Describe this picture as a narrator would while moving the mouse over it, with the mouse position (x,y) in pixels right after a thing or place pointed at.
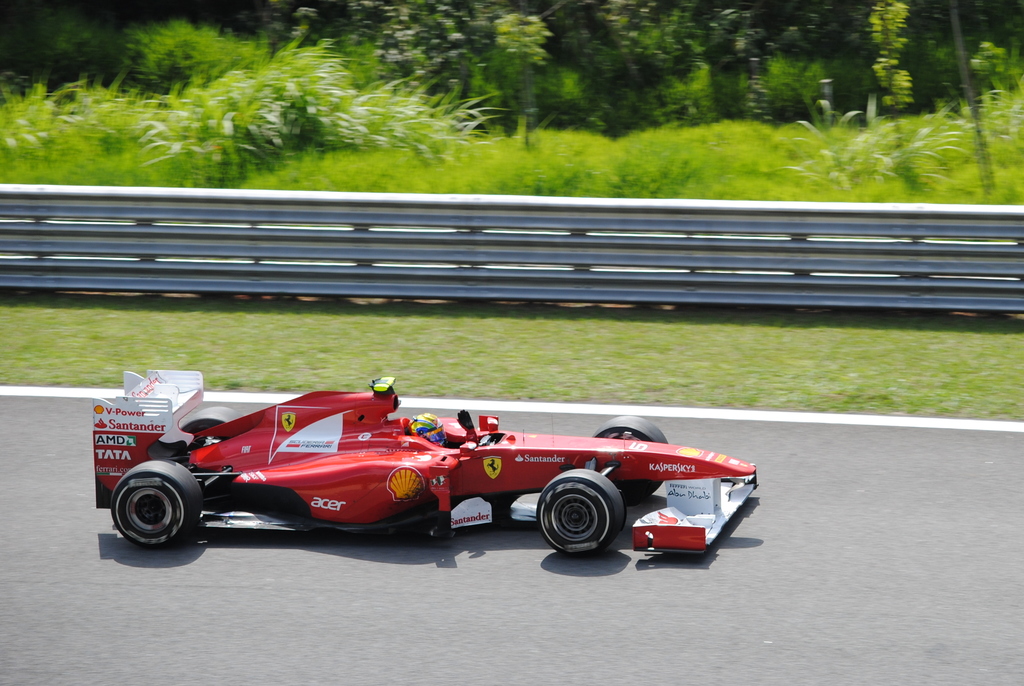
In this image, we can see a racing car (446,503) on the road (821,540). We can see the railing (771,290), there's grass (1019,382) on the ground (1000,352). We can see some plants (543,104).
